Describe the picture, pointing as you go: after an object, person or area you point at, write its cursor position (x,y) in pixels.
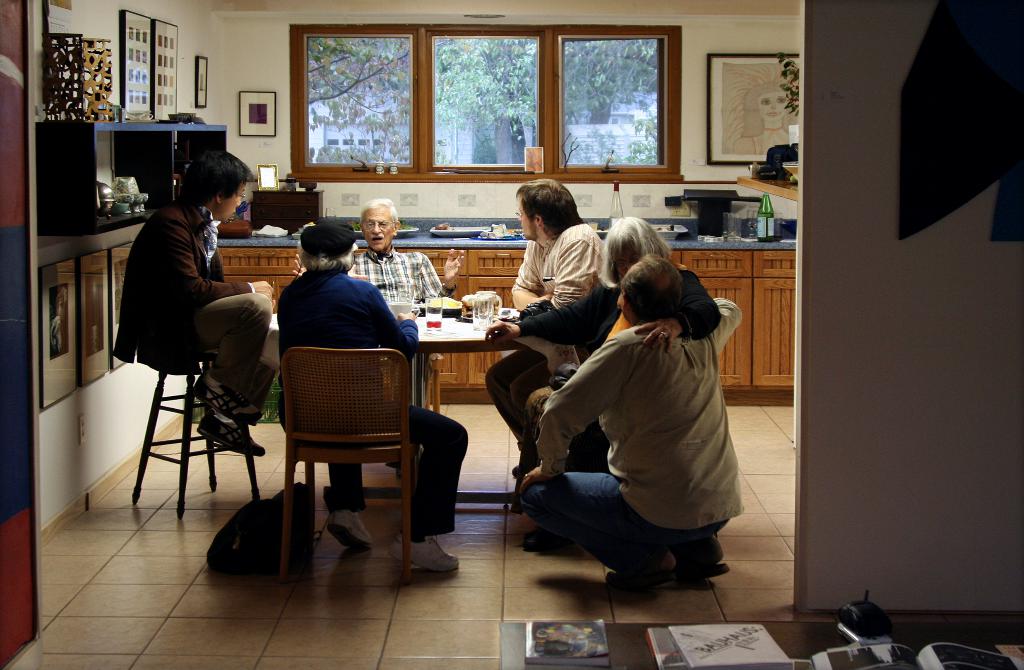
In this picture there are some people (373,255) sitting in the chairs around a table (420,325) on which some glasses (426,325) were placed. There is one member (599,555) on the floor (578,559). In the background (536,153) there are some windows (396,86) and some photo frames (255,103) attached to the wall (714,34). Through the windows (497,99) there are some tree (464,86) here.
